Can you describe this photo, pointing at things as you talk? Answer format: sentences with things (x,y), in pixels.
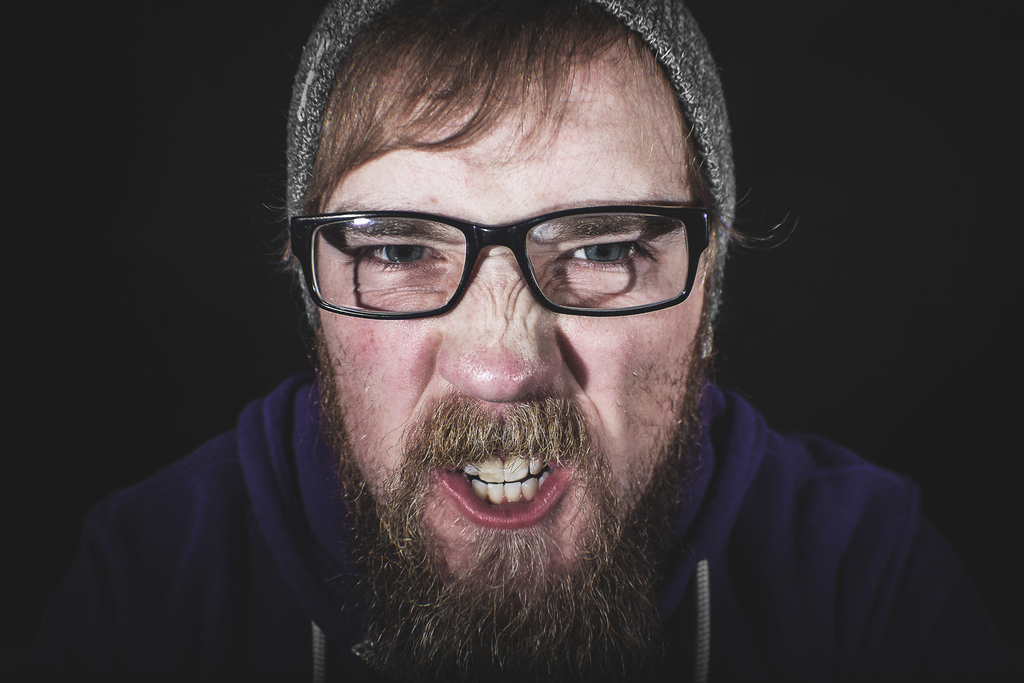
In this image, I can see the man (592,508) with spectacles (679,235) and clothes (808,562). The background (101,78) looks dark.
